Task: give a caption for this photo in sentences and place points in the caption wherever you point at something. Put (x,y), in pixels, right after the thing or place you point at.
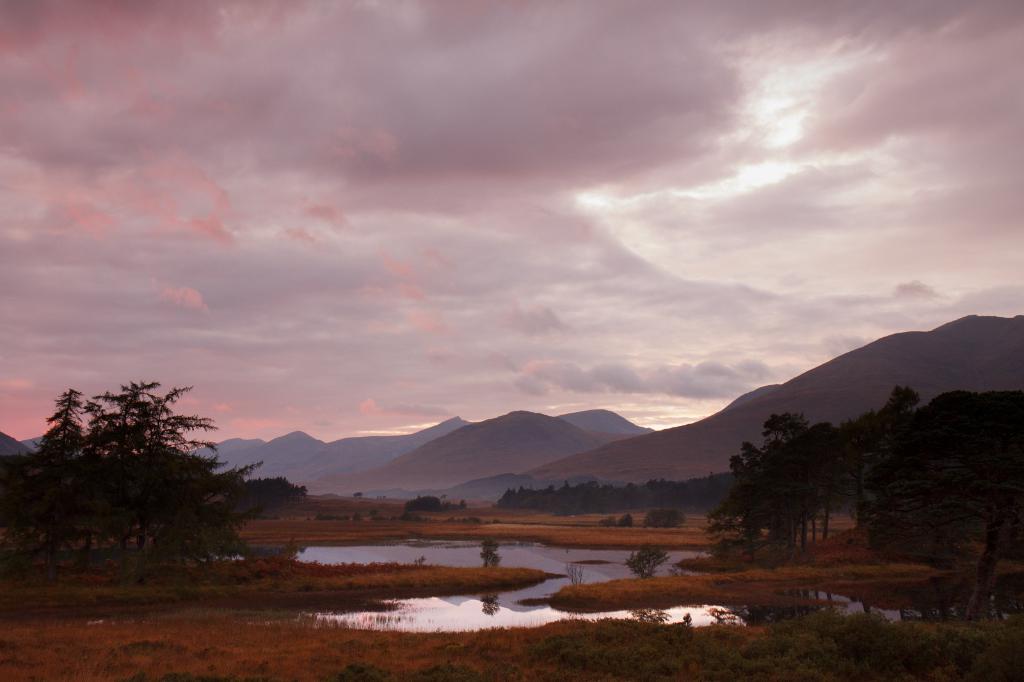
In this picture we can see grass (557,528), plants (774,659), water (458,604) and trees (64,540). In the background of the image (506,431) we can see hills (608,434) and sky (378,164) with clouds (349,158).
